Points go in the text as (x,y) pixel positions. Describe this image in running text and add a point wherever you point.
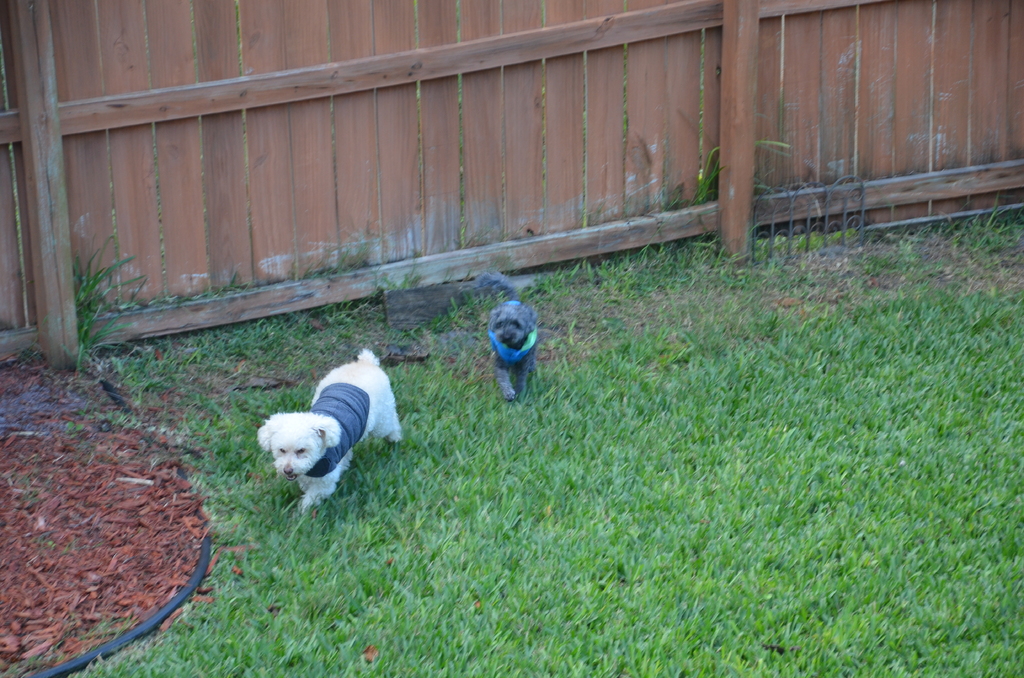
In the center of the image (456,397) we can see two dogs (511,375), grass (411,442) and one black color object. In the background (429,227) there is a wooden fence (288,178).
